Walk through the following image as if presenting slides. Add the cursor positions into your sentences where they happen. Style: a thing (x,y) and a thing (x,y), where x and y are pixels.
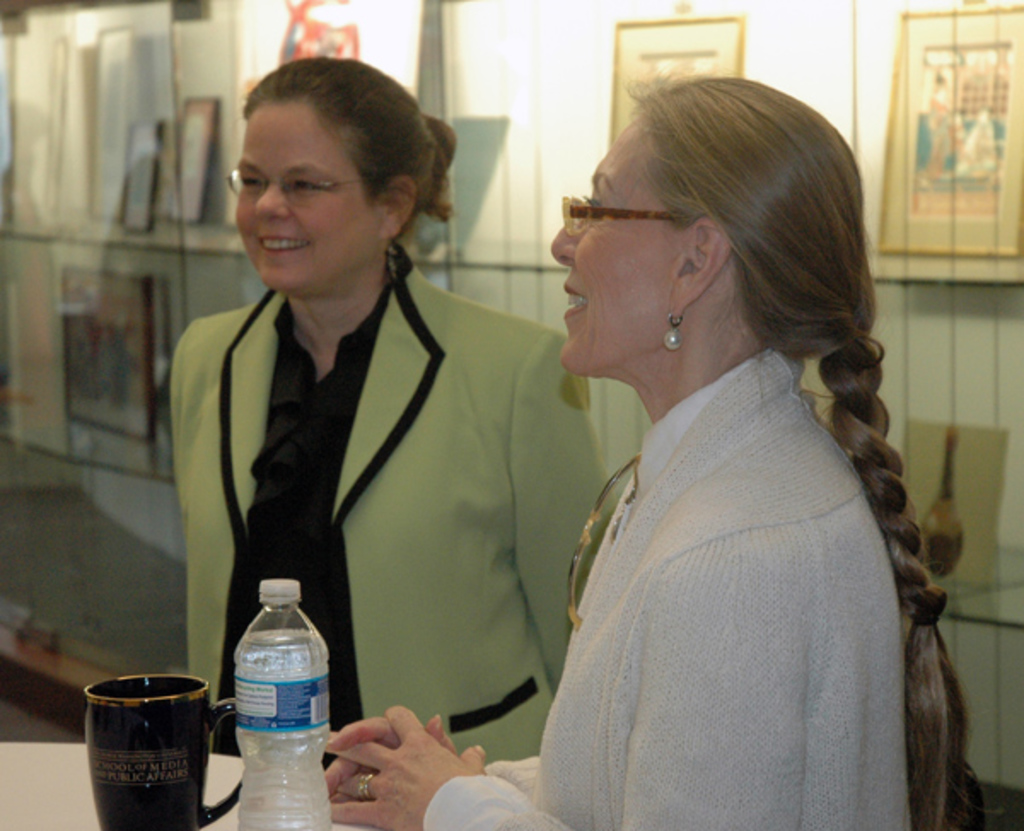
On the background (617,108) we can see frames (921,144) and a cupboard (44,81). Here we can see two women (585,229) wearing spectacles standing and smiling. Here on the table (54,754) we can see a cup (182,690) in black colour and a water bottle (258,741).
